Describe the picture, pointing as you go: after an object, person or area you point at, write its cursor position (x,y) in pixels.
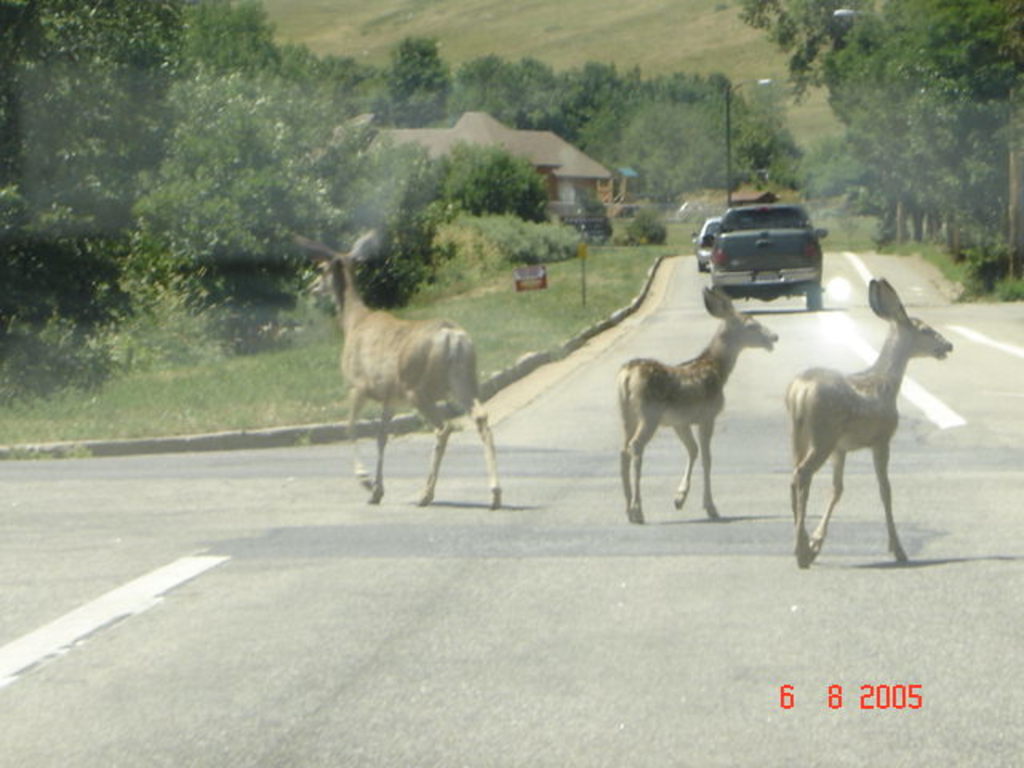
On the right side (852,682), there are vehicles (797,283) and animals (374,335) on a road (968,430), on which there are white color lines (855,260). On the left side (296,102), there are buildings (484,124), trees (286,128), plants (484,190) and grass (604,256) on the ground (137,379). In the background (978,157), there are trees (951,150), plants (650,112) and a mountain (554,19).
